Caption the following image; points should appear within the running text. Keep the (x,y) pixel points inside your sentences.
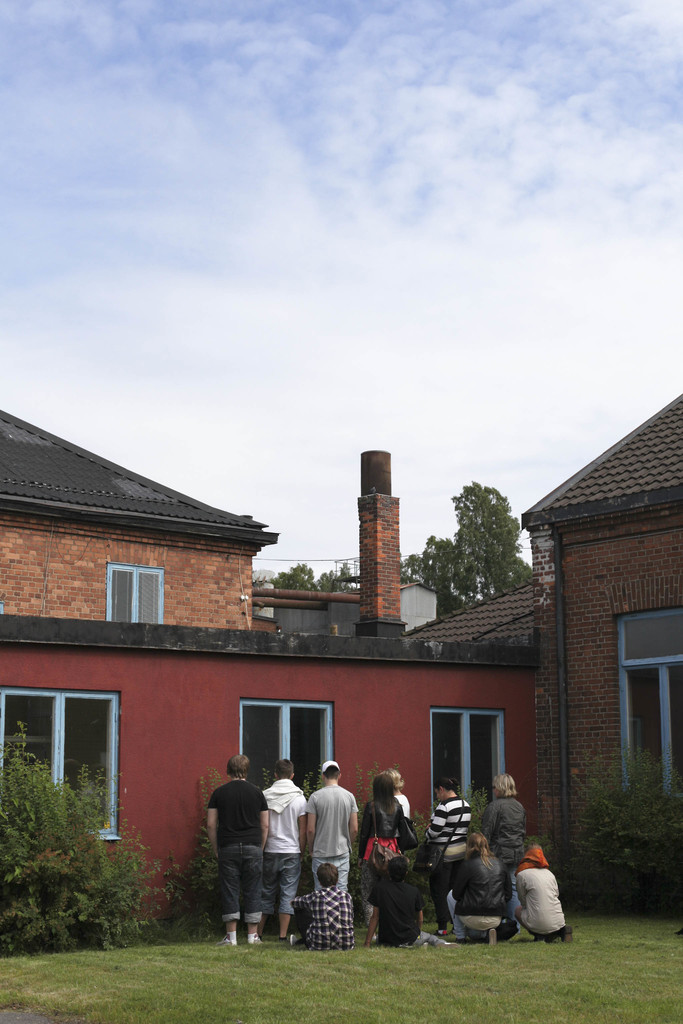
In this image I can see at the bottom (367,818) there are people (498,826) standing, on the left side (56,856) there are trees (30,822). In the middle (302,608) there is a house (375,675), at the top (484,192) it is the cloudy sky (429,174).
